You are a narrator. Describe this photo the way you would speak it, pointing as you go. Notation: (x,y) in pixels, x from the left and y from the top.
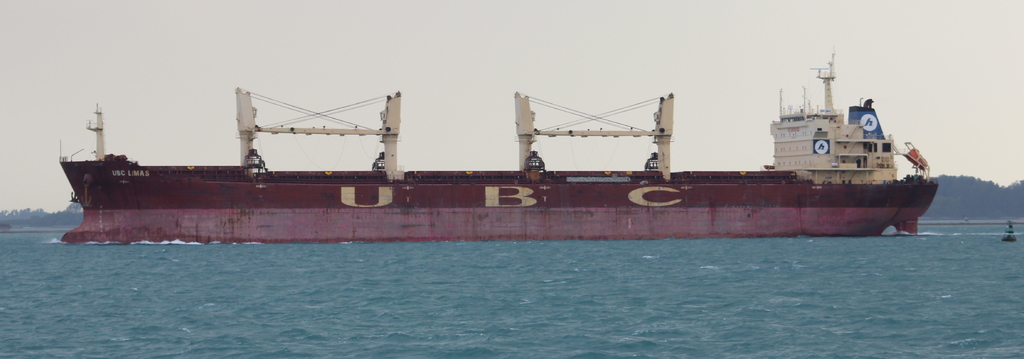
In this picture we can see a ship (151,223) on the water (615,335), some objects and in the background (968,186) we can see trees (955,188) and the sky (605,91).
